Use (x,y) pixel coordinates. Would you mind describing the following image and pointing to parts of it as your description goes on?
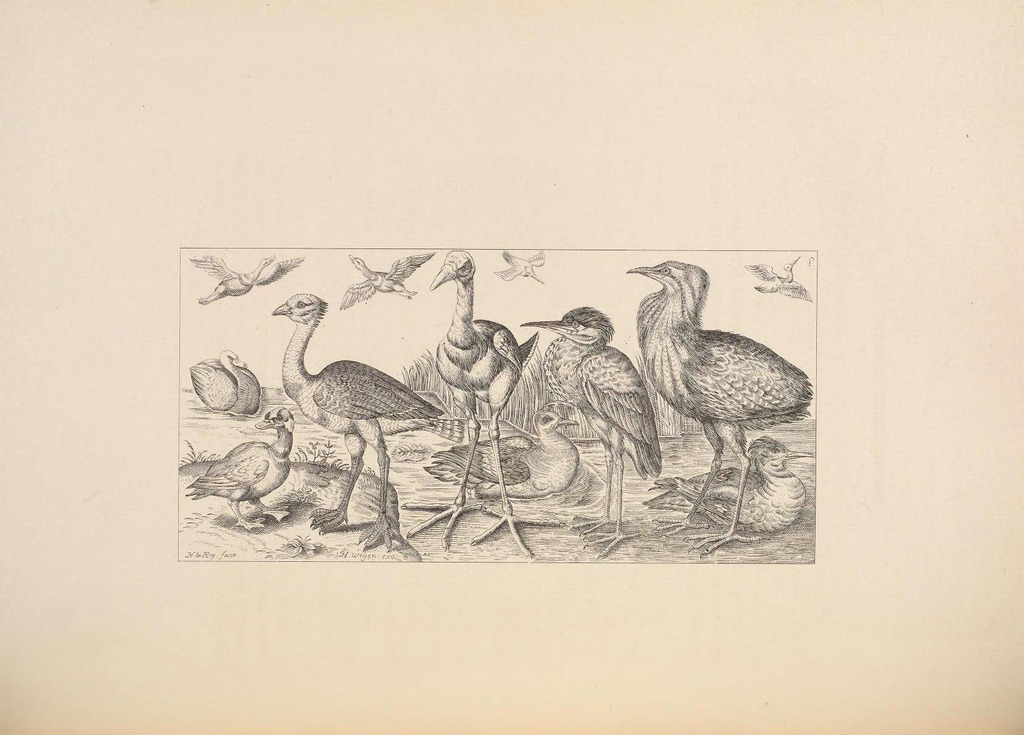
In this image there is a drawing (201,262) in that drawing (190,454) there are birds (661,372).
